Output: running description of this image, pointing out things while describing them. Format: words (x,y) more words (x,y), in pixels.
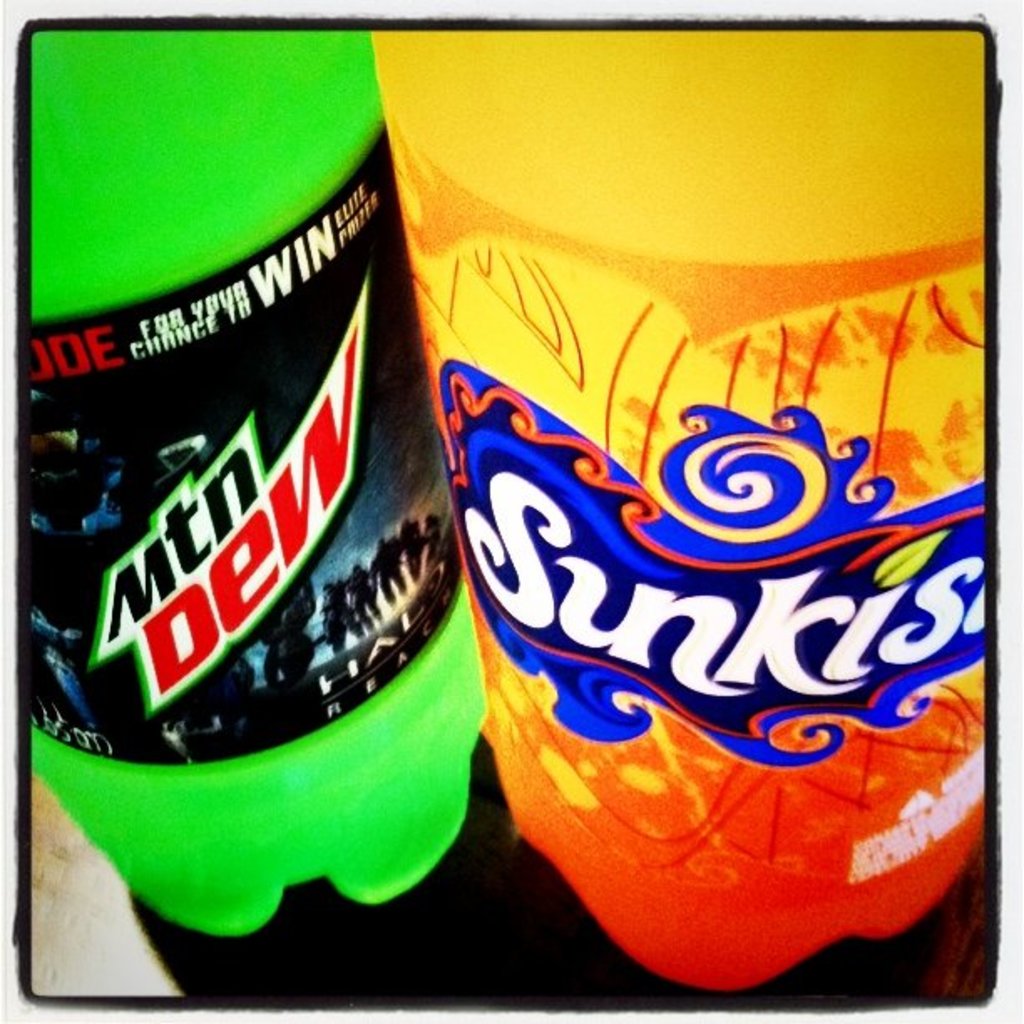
As we can see in the image there are two bottles (475,405).
